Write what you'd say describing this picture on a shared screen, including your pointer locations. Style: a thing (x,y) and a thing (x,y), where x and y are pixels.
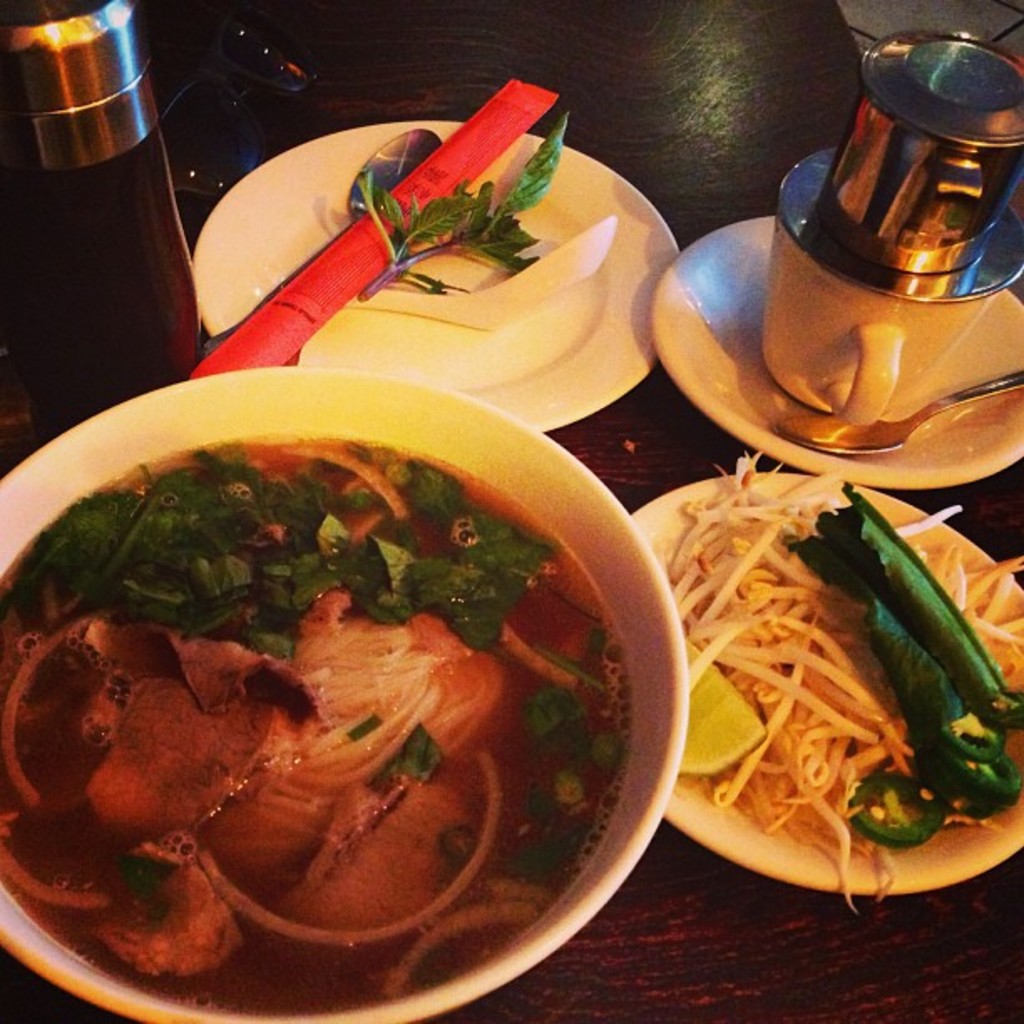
In this image there is a table (662,214) truncated, there are objects (432,447) on the table (558,437), there is a bowl (5,504) truncated towards the left of the image (105,690), there is food (268,679) in the bowl (294,656), there is a plate (915,854) truncated towards the right of the image (960,638), there is food (849,656) on the plate (839,628), there is a saucer (929,475) truncated towards the right of the image (1001,381), there is a spoon (797,434) truncated towards the right of the image (818,445), there is a cup (765,320), there is a plate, there are objects (414,256) on the plate (300,185), there is an object (117,90) truncated towards the top of the image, there is an object (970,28) truncated towards the right of the image (974,192).
